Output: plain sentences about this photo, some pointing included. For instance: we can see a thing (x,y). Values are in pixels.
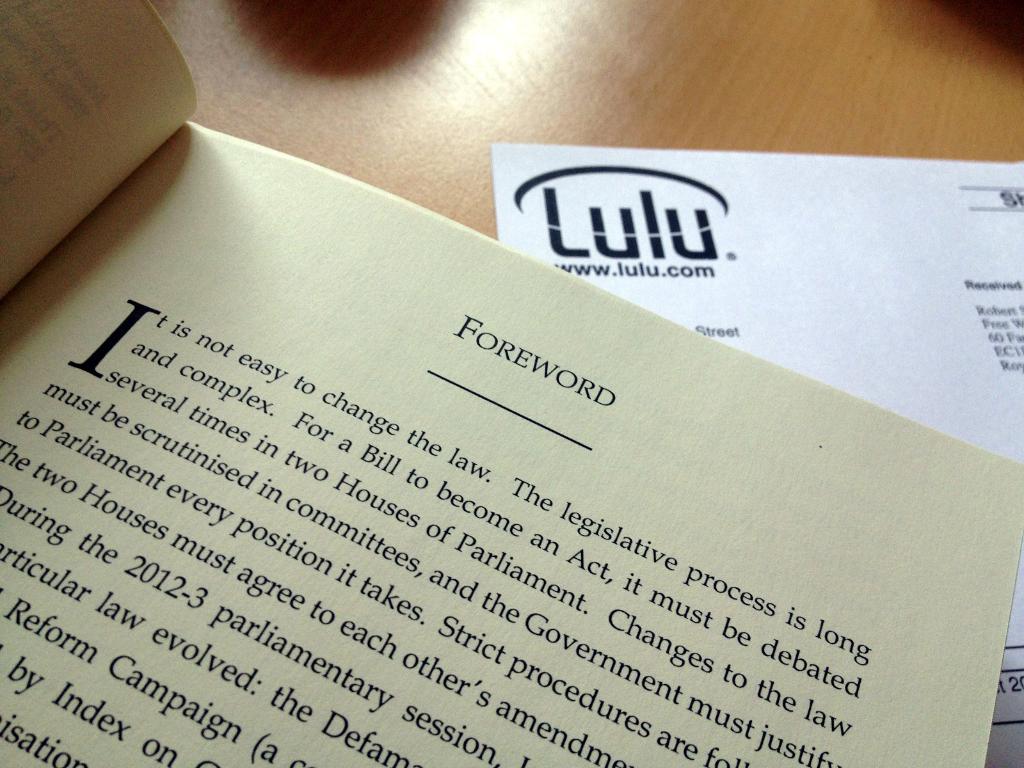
In this image, we can see a book (414,343), a paper (623,247) and some shadows (274,27) on the table (875,29).
